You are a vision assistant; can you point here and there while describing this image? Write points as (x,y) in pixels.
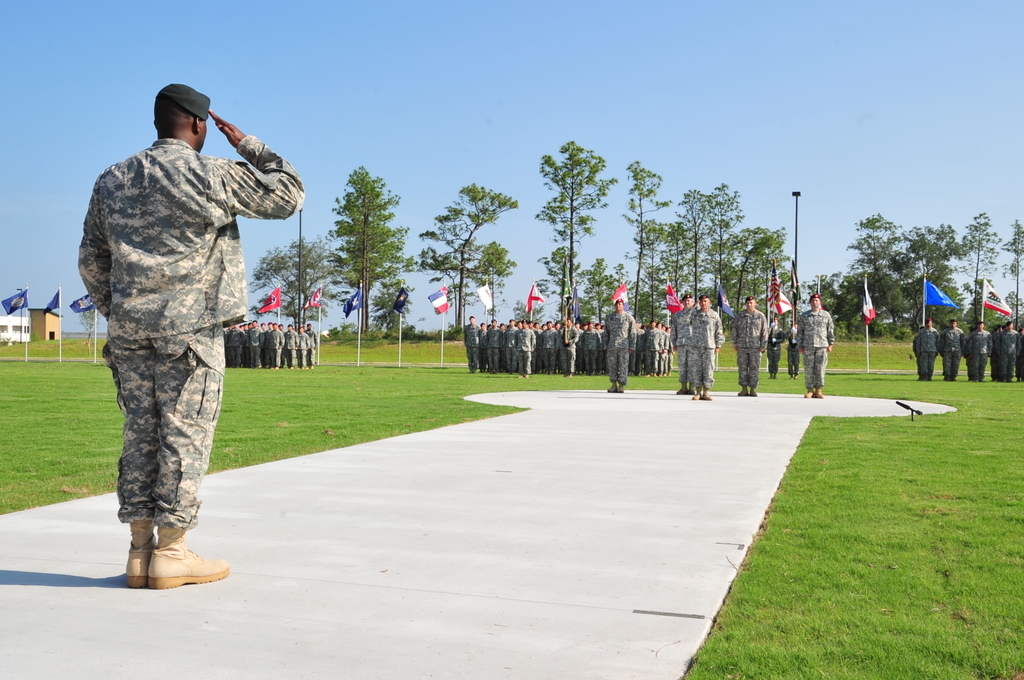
In the picture we can see some persons (504,350) wearing camouflage dress (218,396) standing in row, there is grass (427,412), there are some flags (5,307) and in the background of the picture (486,233) there are some trees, clear sky (551,109).
